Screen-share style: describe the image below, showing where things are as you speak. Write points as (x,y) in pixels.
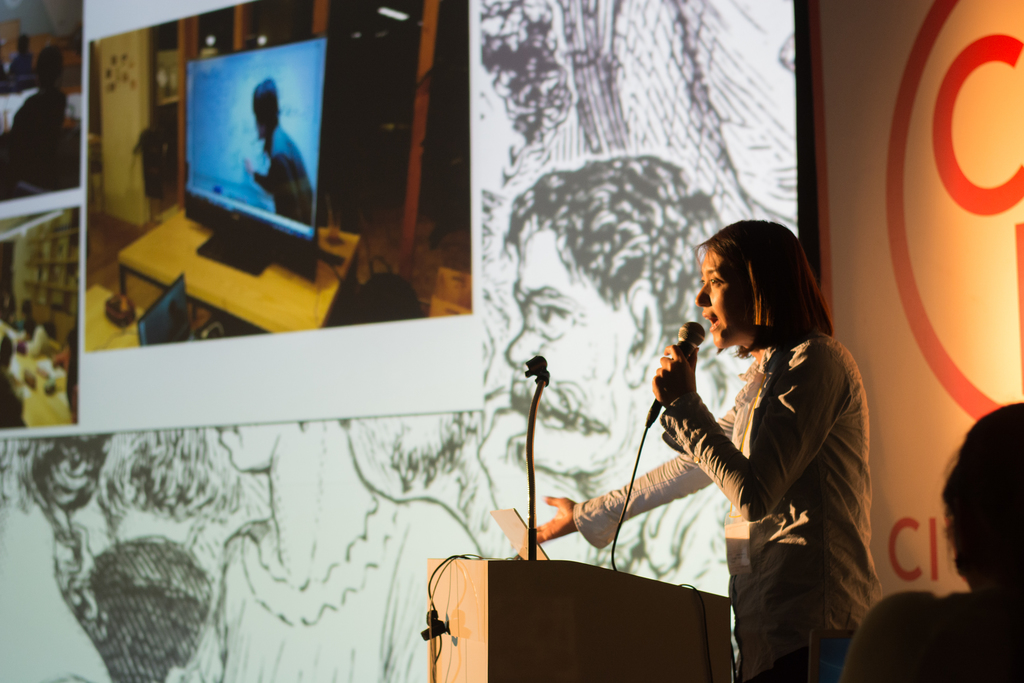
In this image there is a woman (673,447) who is talking by holding the microphone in the hand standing at the podium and at the background (582,408) there is a screen (91,607) where there is a computer (220,217) in the table (185,248), a door (375,36), a light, a person (259,91) in the screen (241,97), wall (112,61), chair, and some group of people (11,158) sitting in the chair (14,174) at the left side (11,138).
